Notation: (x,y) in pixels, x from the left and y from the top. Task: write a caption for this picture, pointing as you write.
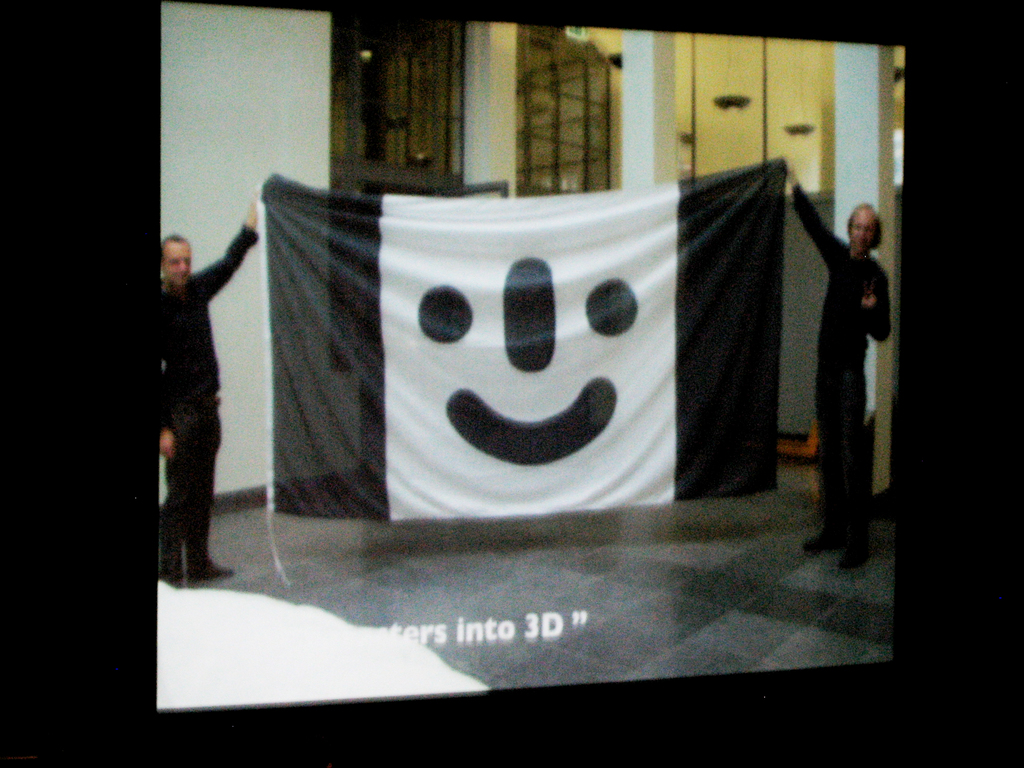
In this image we can see two persons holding a poster (574,340) and behind them we can see pillars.
